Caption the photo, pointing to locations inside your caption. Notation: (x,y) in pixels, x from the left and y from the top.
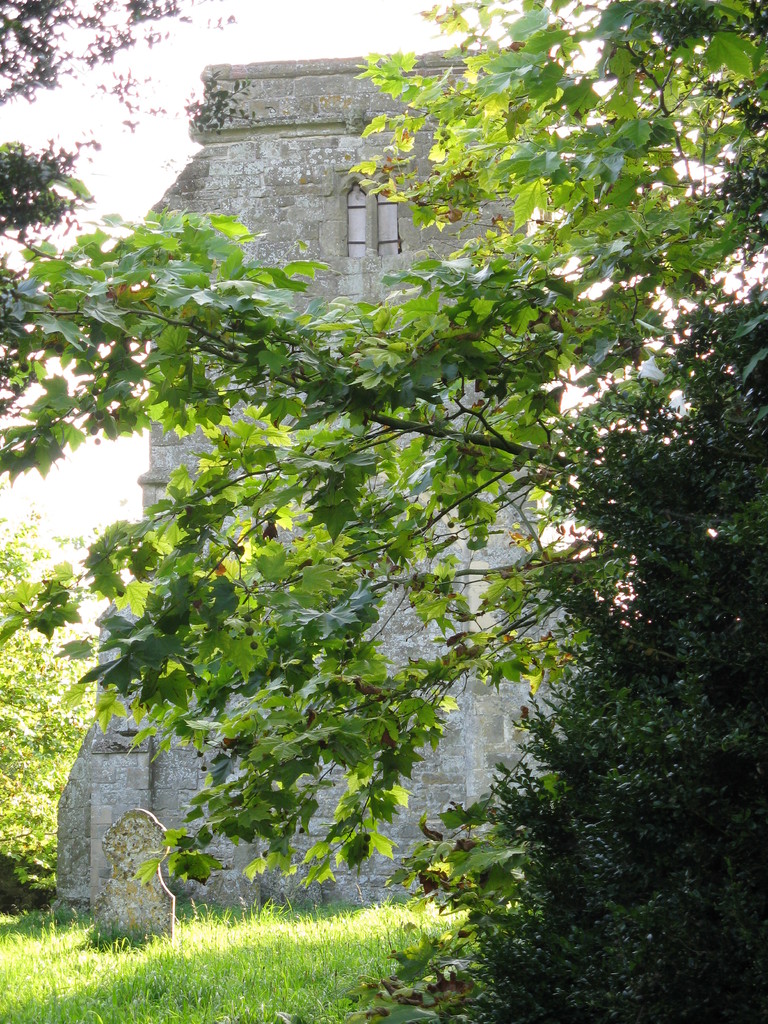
In the middle of the image (339,528) there are some trees (328,534). Behind the trees (304,539) there is a building (460,730). Bottom of the image (13,1010) there is grass (45,954).
